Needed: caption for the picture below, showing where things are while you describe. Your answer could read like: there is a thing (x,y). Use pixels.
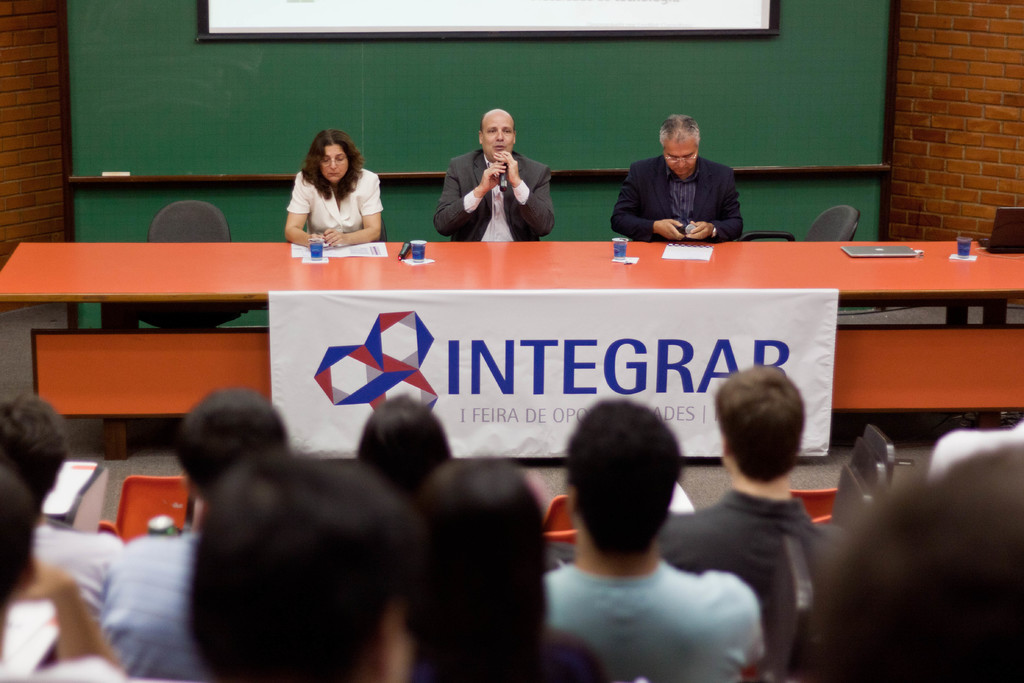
in the picture there are many people (17,511) in which three people (444,212) are sitting in front of them and one person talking in the micro phone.
